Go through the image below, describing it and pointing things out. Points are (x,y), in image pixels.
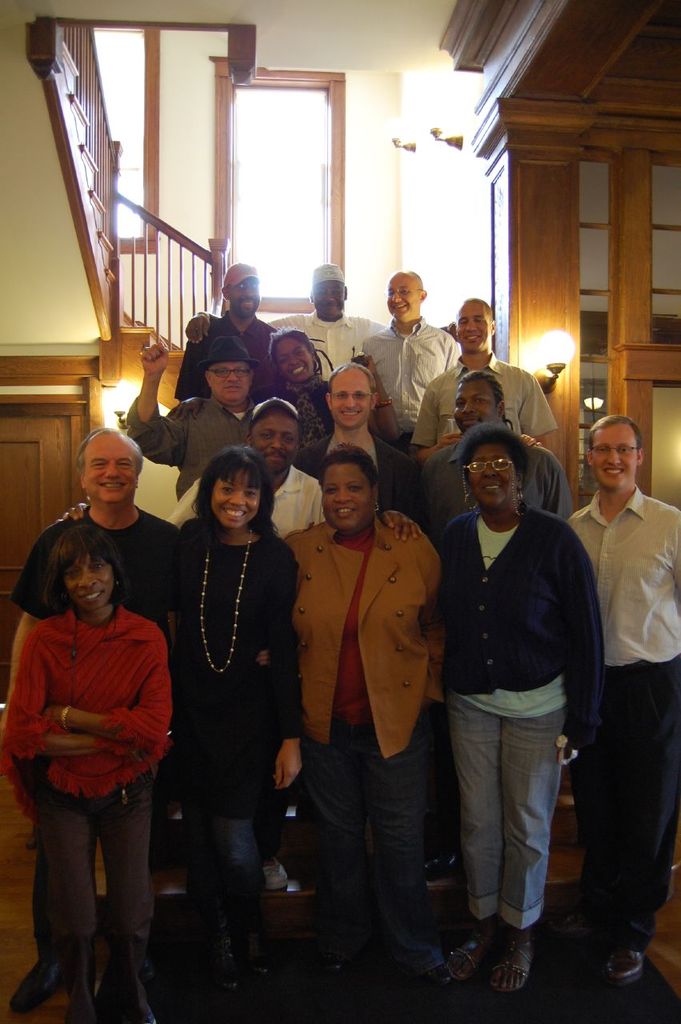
In this picture we can see a group of people (240,843) and in the background (276,895) we can see a wall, lights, staircase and some objects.
